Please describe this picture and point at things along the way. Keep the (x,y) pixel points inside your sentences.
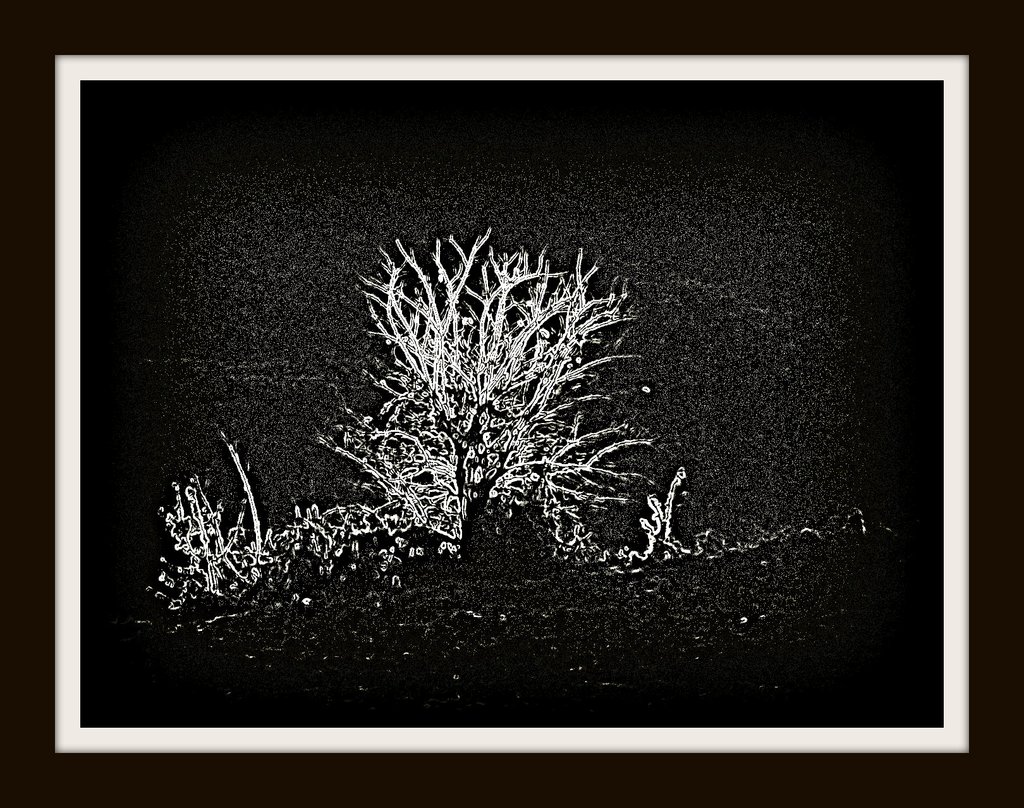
In this image we can see a photo frame (28,553) with black and white image (537,542).
